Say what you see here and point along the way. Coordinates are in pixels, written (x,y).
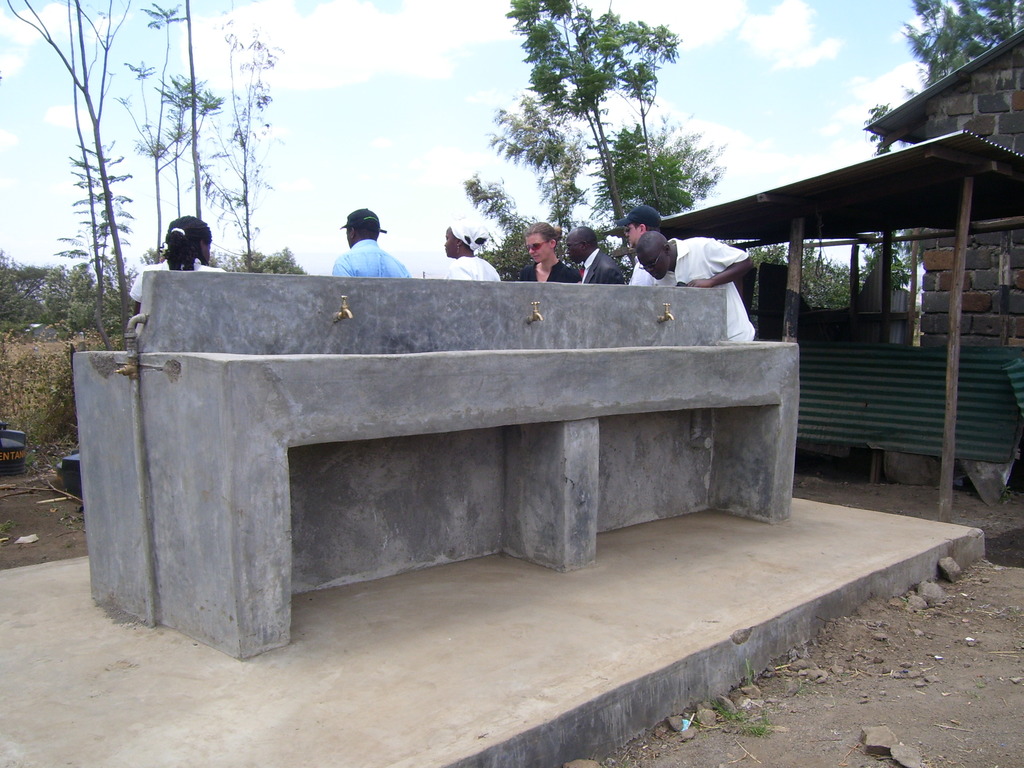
In this image we can see persons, pipeline (130,334), taps (666,306), shed (964,272), walls (968,98) built with cobblestones (937,104), trees (102,193), plants (65,374) and sky (368,116) with clouds (528,90).
